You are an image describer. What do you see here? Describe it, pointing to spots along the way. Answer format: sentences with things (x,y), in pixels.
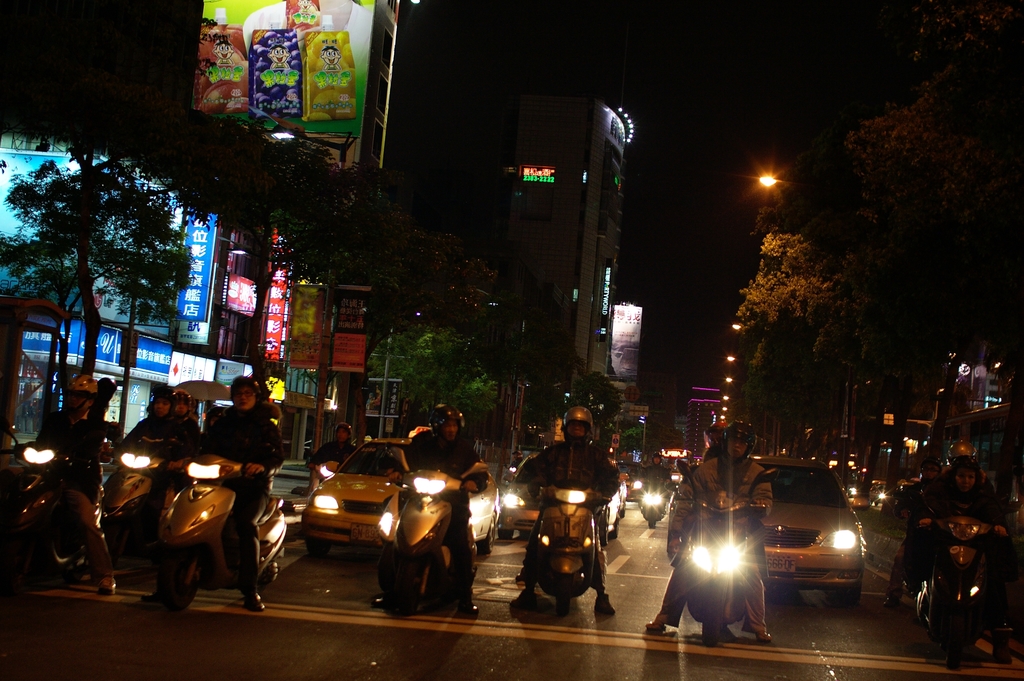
In this image in center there are persons (253,450) on the bikes (206,493) and there are cars (774,521). In the background (284,340) there are trees (434,345), buildings (532,275), lights (729,398) and there are boards (194,285) with some text (186,298) written on it.
